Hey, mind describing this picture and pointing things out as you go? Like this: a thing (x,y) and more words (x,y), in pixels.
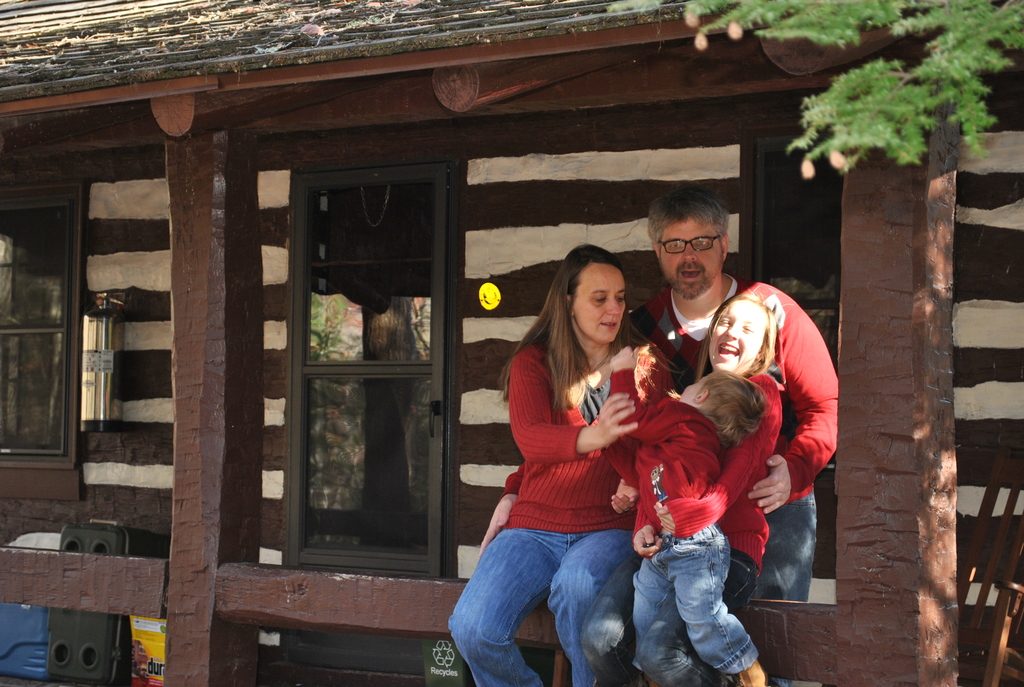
In this image there are some persons (646,471) are in middle of this image (546,437) and there is house (348,469) in the background (377,519).
